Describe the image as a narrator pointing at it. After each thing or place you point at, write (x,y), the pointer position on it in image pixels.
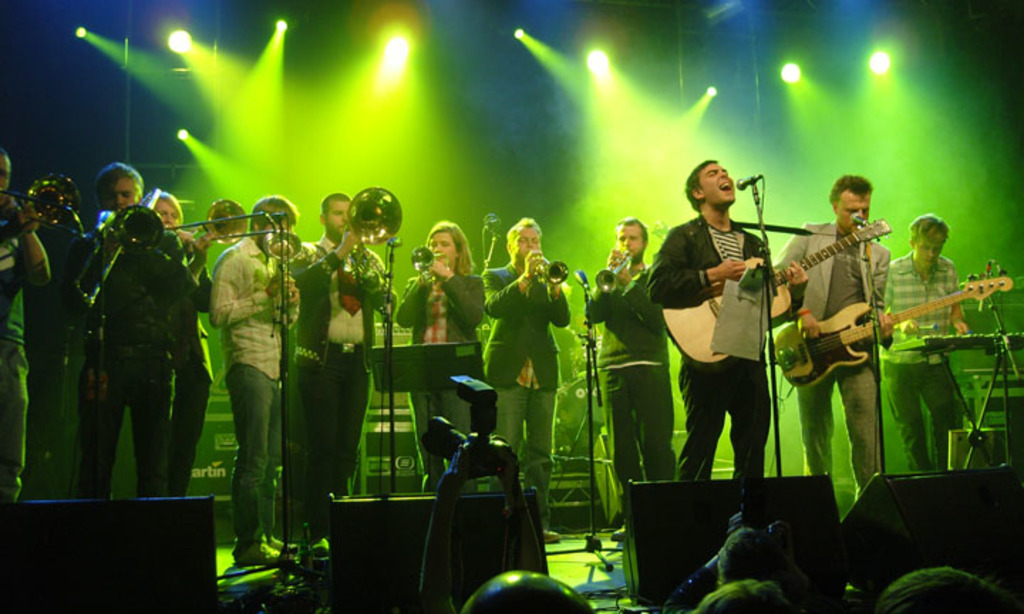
In this image there are many people (545,422) playing musical instruments (920,314). There are mike's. There are lights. There is a camera (502,469). There are audience (911,595).
